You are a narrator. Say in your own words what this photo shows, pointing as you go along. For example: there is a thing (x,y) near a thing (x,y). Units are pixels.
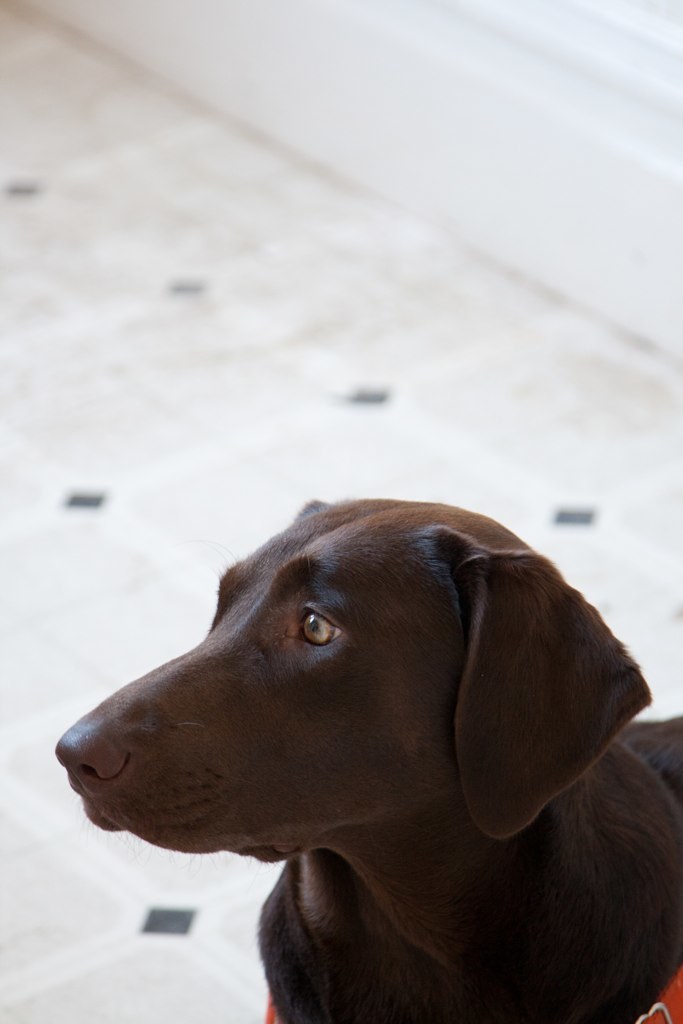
In this picture we can see a dog (392,574) and blurry background (478,119).
